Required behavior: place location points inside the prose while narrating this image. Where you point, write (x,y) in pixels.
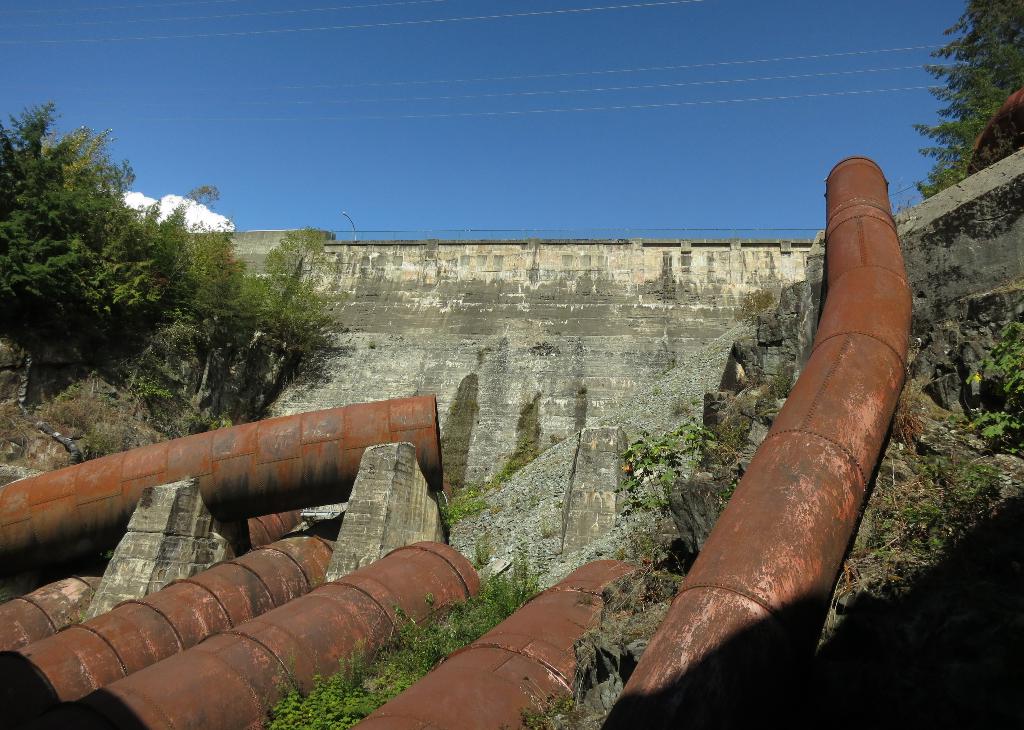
In this picture there are few rusted iron pipes (474,662) and there is a wall (546,334) beside and in front of it and there are trees (198,194) on either sides of it.
